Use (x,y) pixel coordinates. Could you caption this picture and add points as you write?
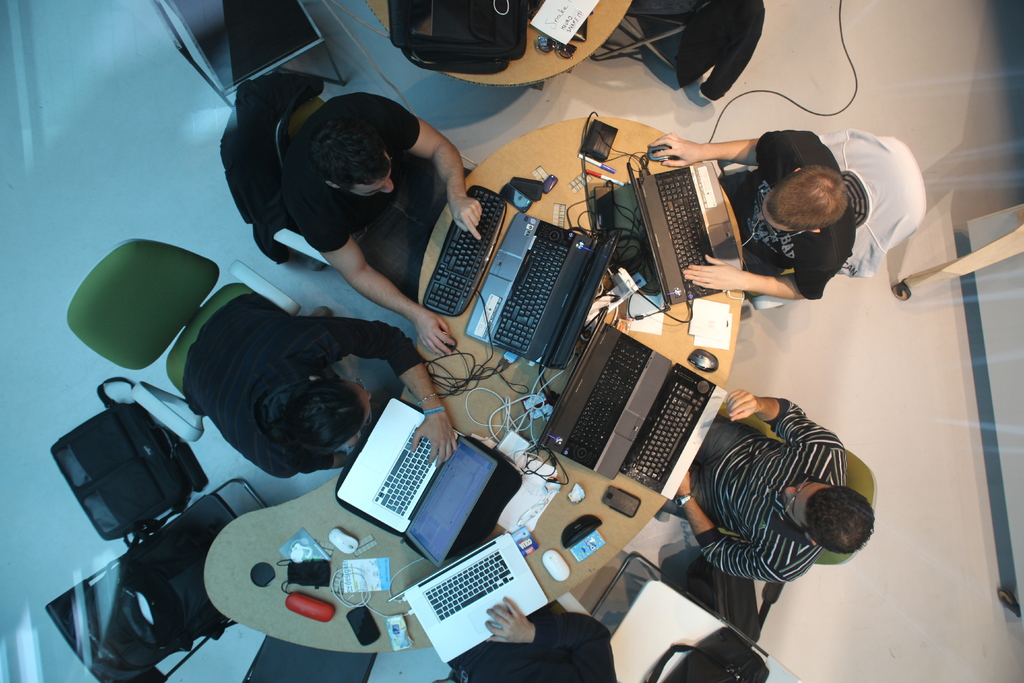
In this picture we can see a group of people (225,372) sitting on chairs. In front of the people (238,357) there is a table (240,584) and on the table (246,596) there are laptops (526,317), keyboards (458,275), mouses (553,573), pens (584,156), cables (691,321), papers (706,328) and some objects (311,577). Behind the people (434,215) there is a black color bag (522,47) on another table (523,58). On the left side of the bag (516,55) there is an object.
